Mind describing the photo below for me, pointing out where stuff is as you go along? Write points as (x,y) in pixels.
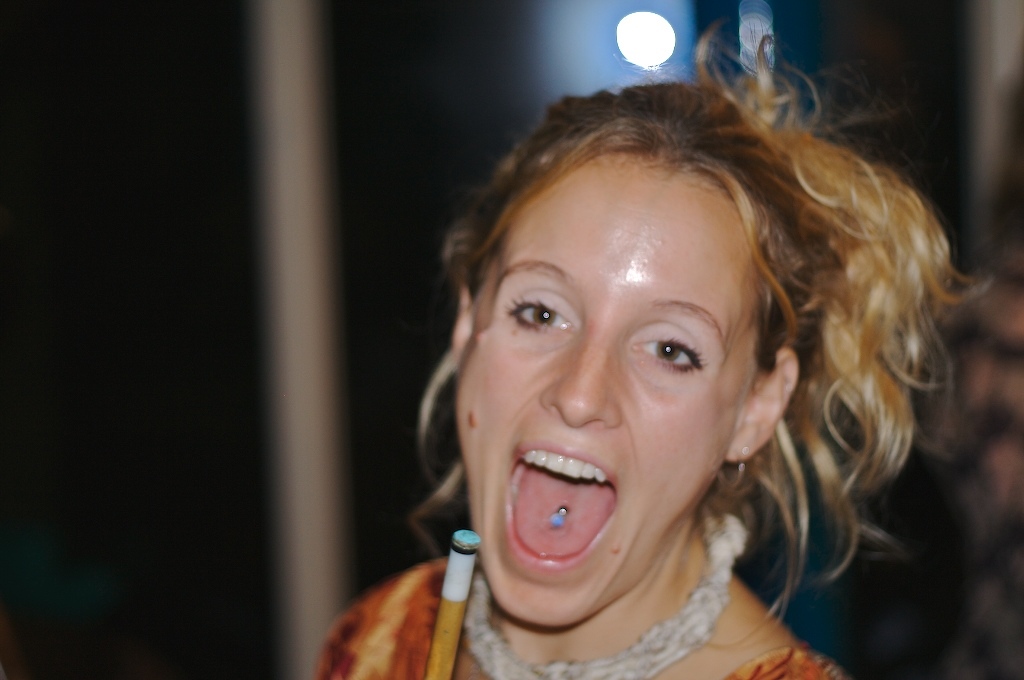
In the image a woman (816,350) is standing and smiling. Background of the image (511,115) is blur.
